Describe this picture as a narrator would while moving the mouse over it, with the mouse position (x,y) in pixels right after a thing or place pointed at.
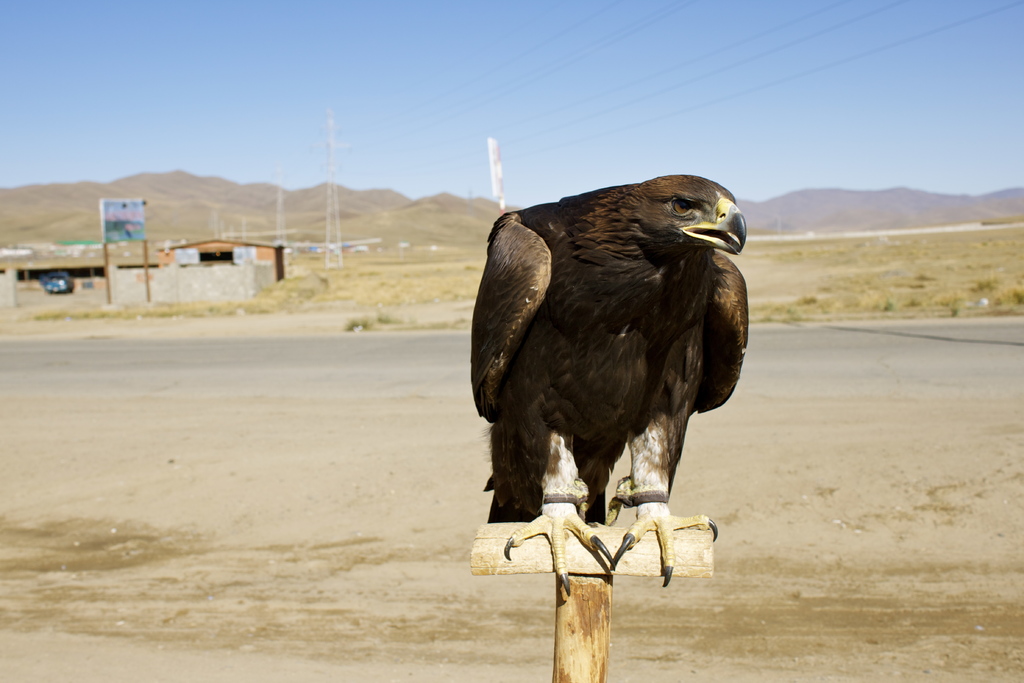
In this image I can see there is an eagle (663,536) sitting on the wooden stick (578,561) and there is a building (87,268) in the background (268,250). There are a few towers (333,114) with wires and the sky (246,37) is clear.
